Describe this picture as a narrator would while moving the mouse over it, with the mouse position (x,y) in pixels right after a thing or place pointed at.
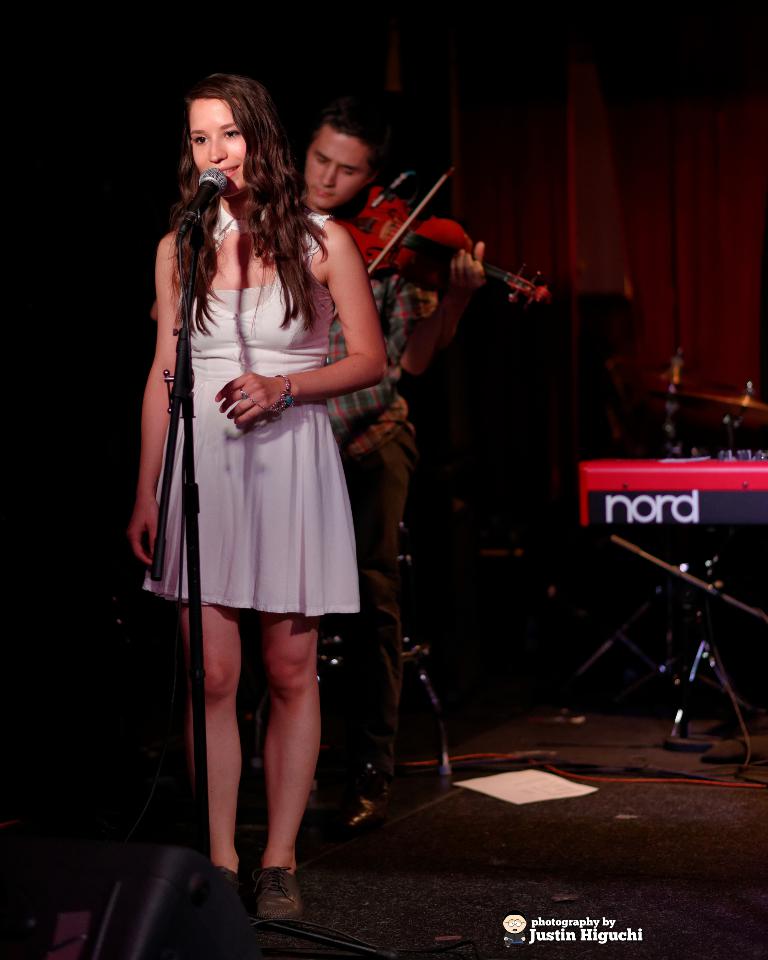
In this picture I can see a girl (254,196) who is standing and in front of her I see a mic (187,219) on the tripod (365,953) and I see the watermark (565,924) on the bottom of the image (565,921). In the background (357,825) I see a man (348,187) who is holding a violin (370,213) in hands (463,262) and on the right (751,452) I see few musical instruments (617,524).
